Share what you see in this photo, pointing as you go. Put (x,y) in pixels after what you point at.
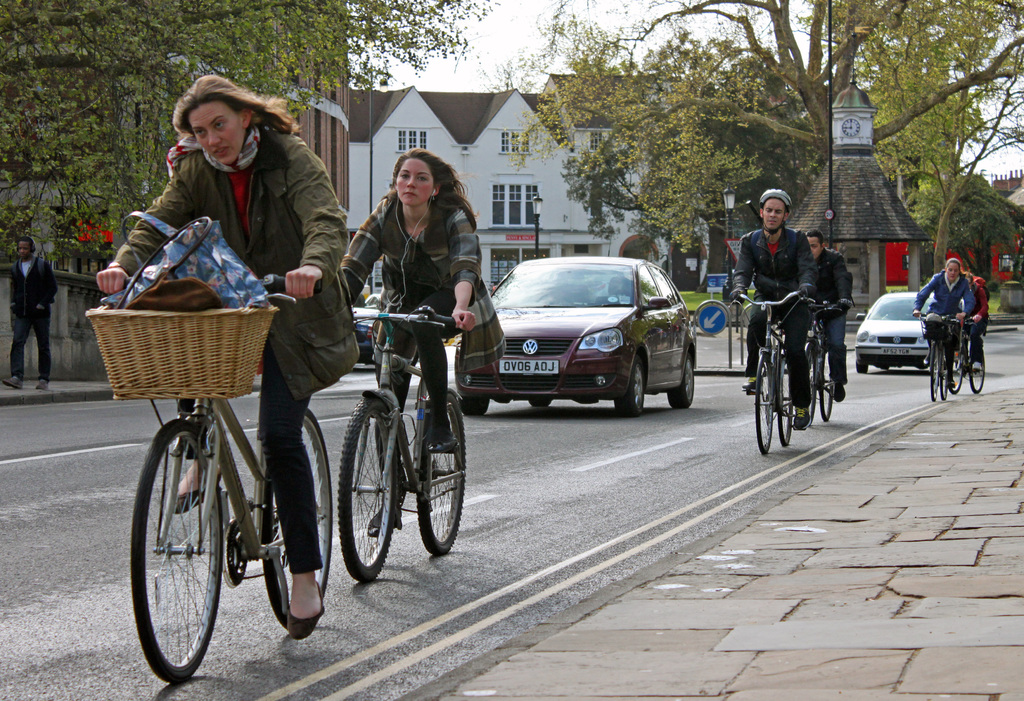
In this image i can see few persons (753,359) riding bicycle (771,379) on a road (677,448) i can also see a car (615,366) on the road (656,467), at the back ground (44,365) i can see a man (40,340) walking on the foot path (56,389), a tree (39,161), a house (350,138) and a sky (479,52).
